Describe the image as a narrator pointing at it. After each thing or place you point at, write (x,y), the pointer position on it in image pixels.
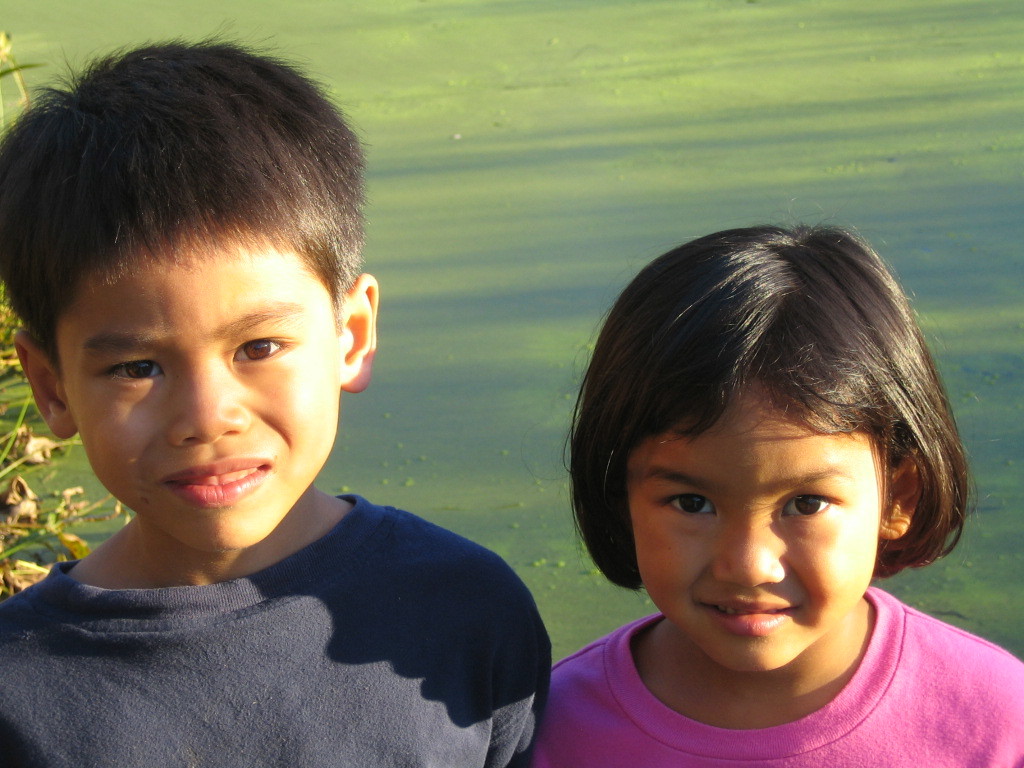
In the picture there are two kids (486,589) and there is a green surface (517,142) behind the kids (228,276), the sun rays (259,263) are falling on the faces (653,452) of the kids (650,468).
